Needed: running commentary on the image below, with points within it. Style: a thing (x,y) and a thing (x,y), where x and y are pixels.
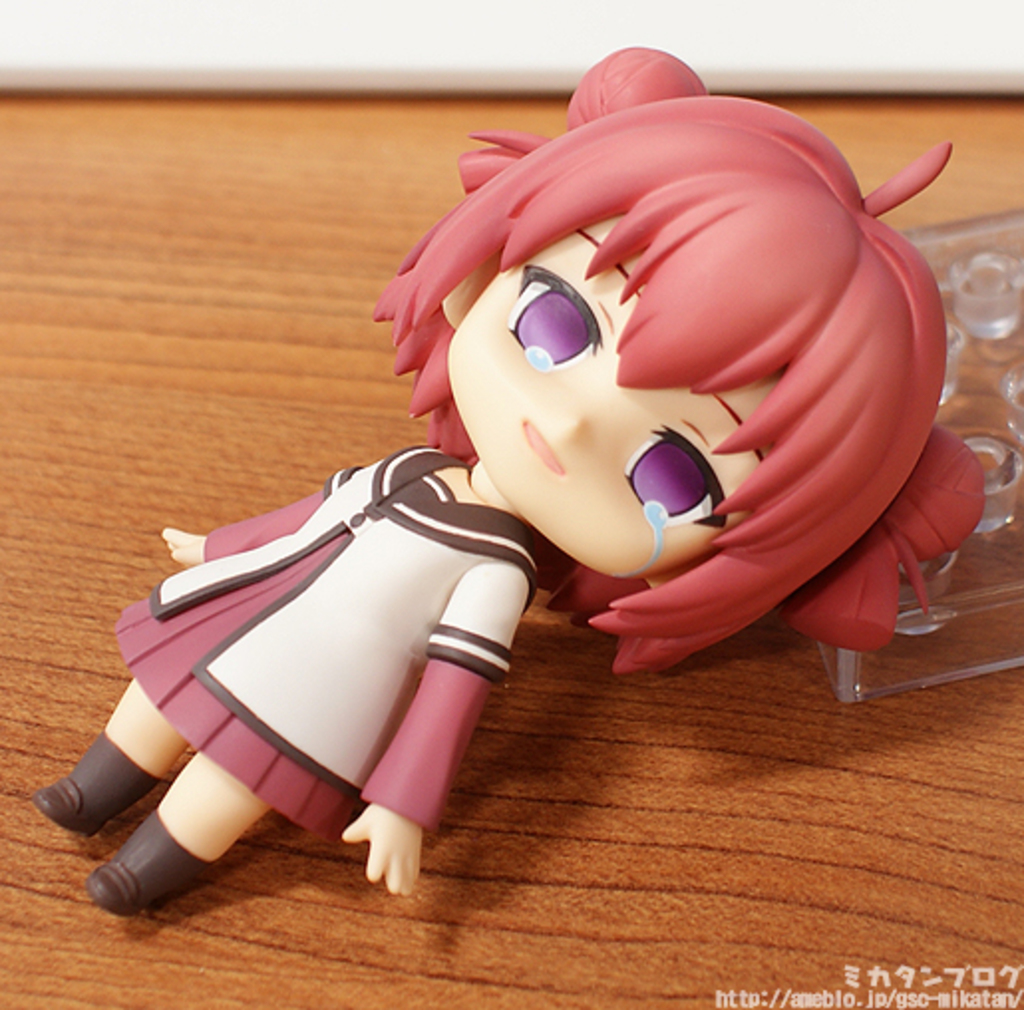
In this image I can see a doll (399,597) and on the right side of the image (993,276) I can see a plastic thing (961,236). On the bottom right side of the image (1019,996) I can see a watermark (1002,996).
